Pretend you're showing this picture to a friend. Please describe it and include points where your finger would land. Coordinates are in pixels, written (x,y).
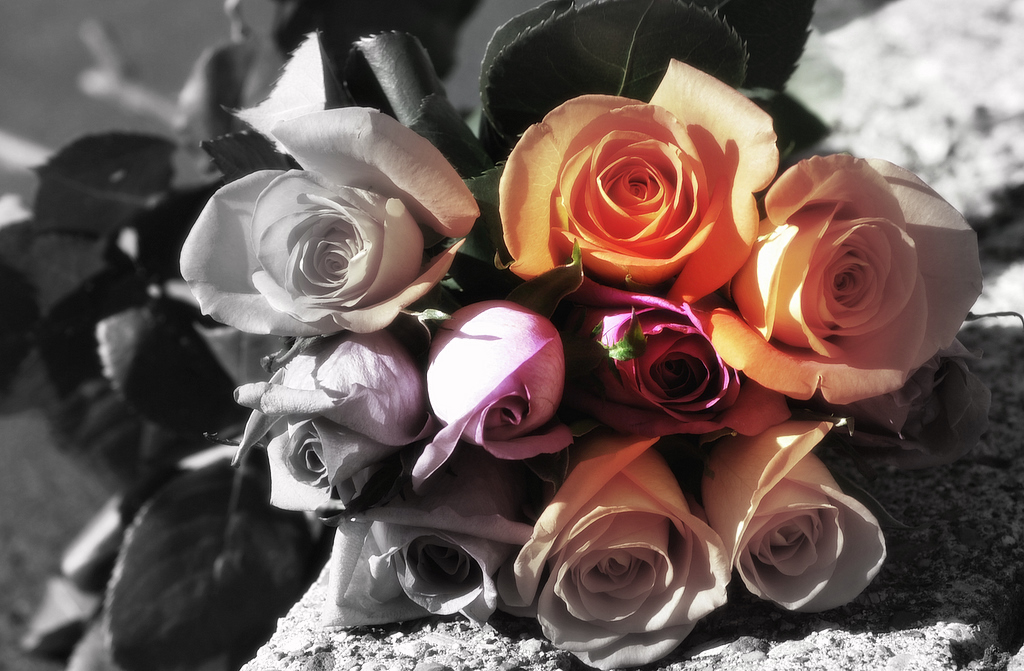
There is a zoom in picture of a bunch of flowers (416,374) as we can see in the middle of this image (556,432).
